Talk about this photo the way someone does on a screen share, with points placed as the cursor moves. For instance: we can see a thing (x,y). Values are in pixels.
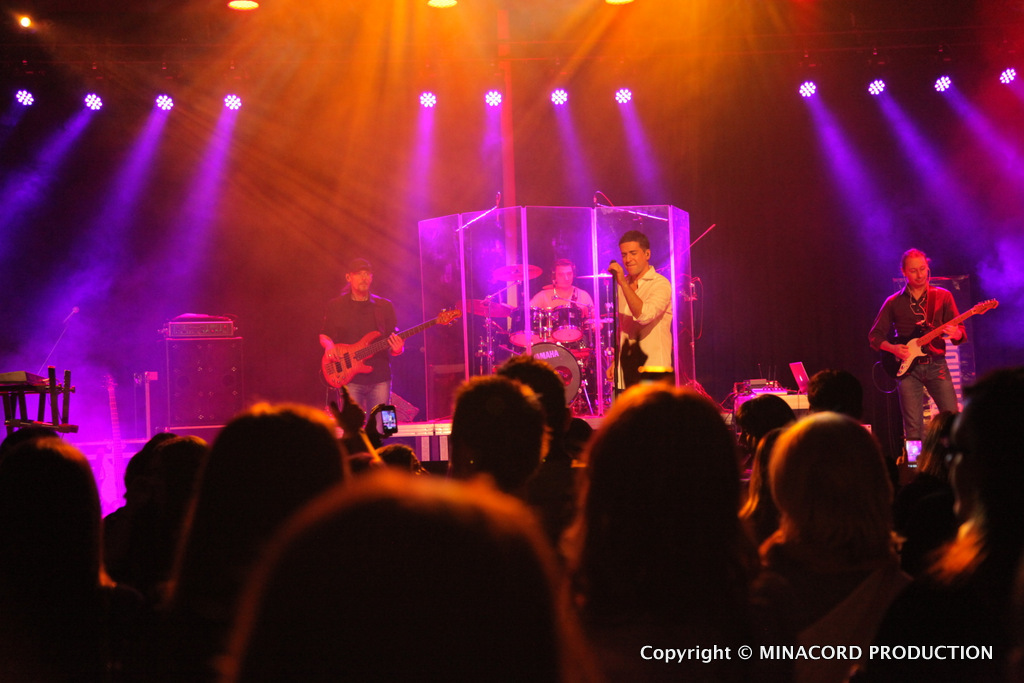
In this picture I can see audience (577,523) and few people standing on the dais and playing musical instruments (565,370) and a man (647,302) holding a microphone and I can see few lights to the ceiling (531,60) and text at the bottom right corner of the picture (794,649).
